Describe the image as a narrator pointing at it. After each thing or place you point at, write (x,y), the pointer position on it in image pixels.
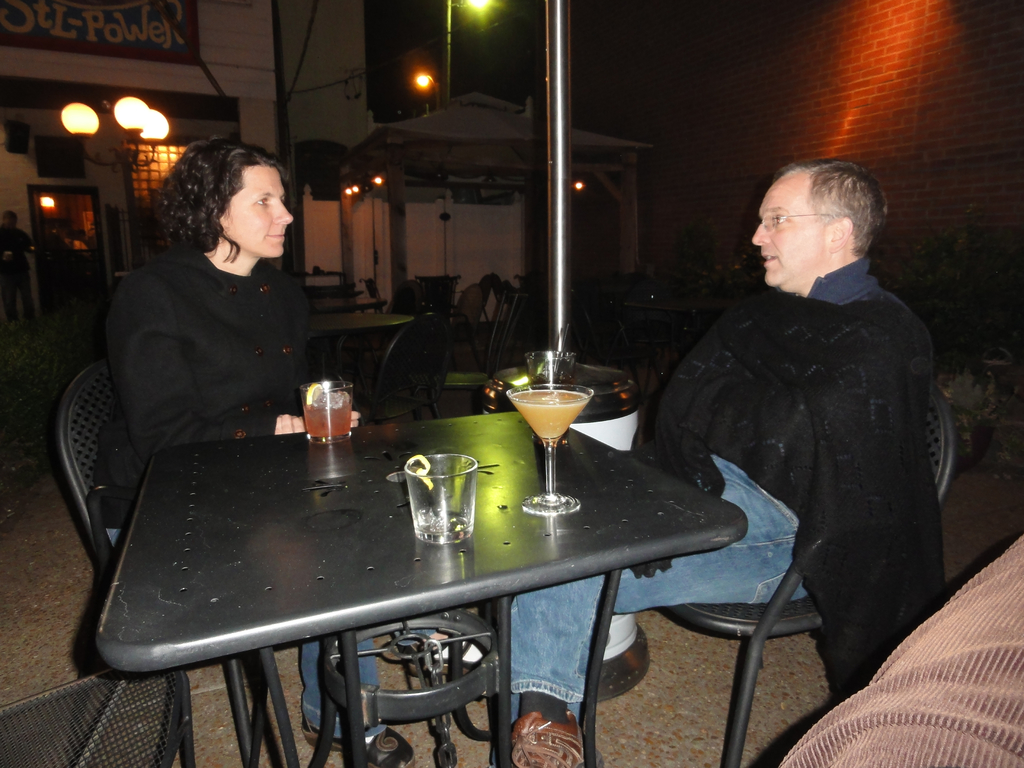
On the background of the picture (364,95) we can see a building (179,100). This is a light (78,126). Here we can see two persons (812,372) sitting and talking to each other. This is a table (326,664) in black colour on which there are two drinking glasses (555,446). This is also a glass (468,507).
